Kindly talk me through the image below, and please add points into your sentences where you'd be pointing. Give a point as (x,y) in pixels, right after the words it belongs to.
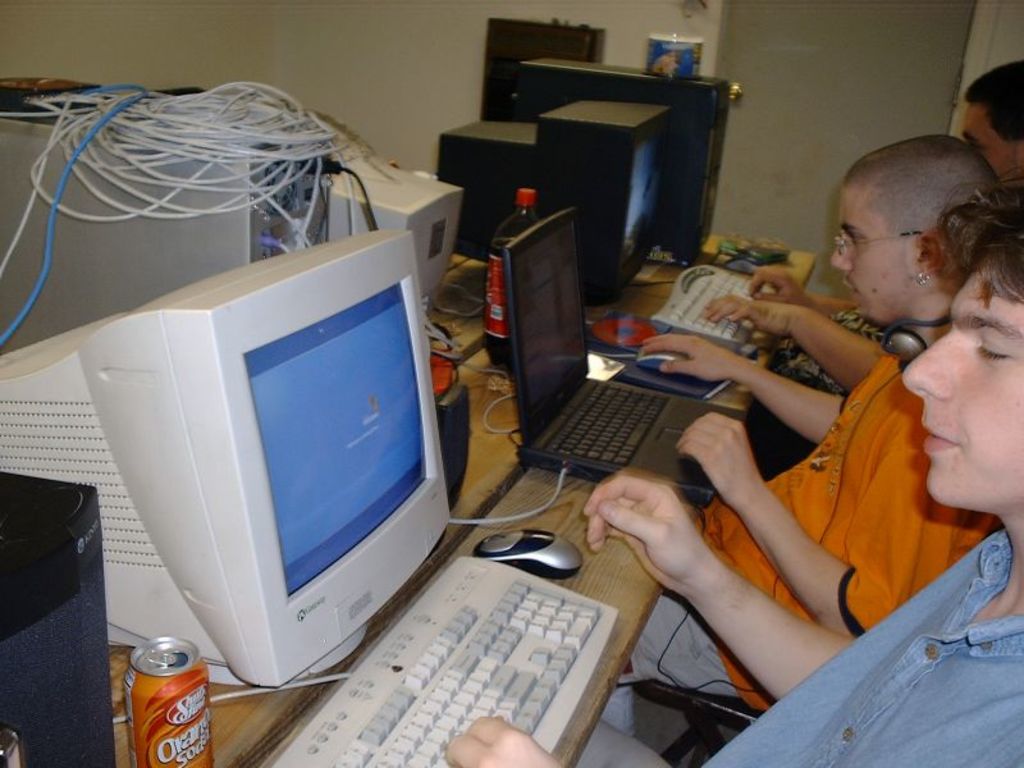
In this picture I can see 3 persons (875,374) who are sitting in front of a table (220,767) on which there are monitors (376,368), CPUs (698,105), a laptop (584,382), mouses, a can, a bottle (503,297), wires (165,216) and other few things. In the background (15,55) I see the wall (148,40).
